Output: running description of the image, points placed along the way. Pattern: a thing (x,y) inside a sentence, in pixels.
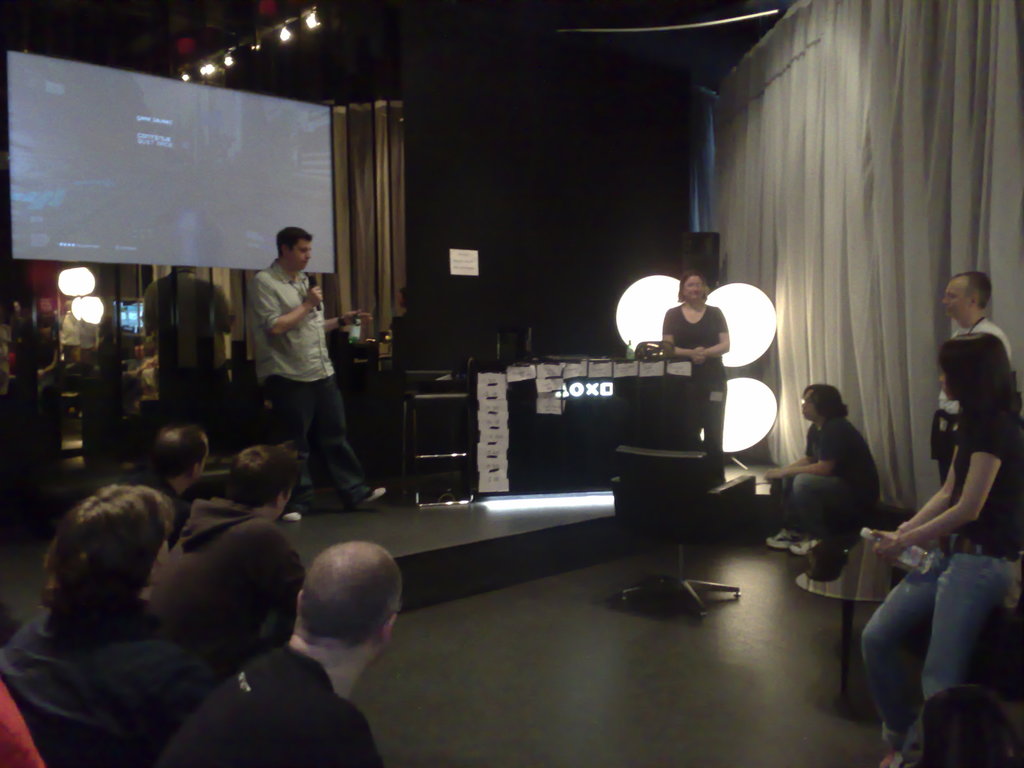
In this picture we can see some people (298,363) standing and some people (253,610) sitting, a person (328,389) in the background (297,346) is holding a microphone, there is a chair (697,506) and a table (600,462) in the middle (583,416), on the left side (118,191) we can see a screen (143,188) and a glass (215,331), on the right side (844,258) there is a curtain (788,336) and lights (631,316), we can see some lights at the top of the picture (234,48).
